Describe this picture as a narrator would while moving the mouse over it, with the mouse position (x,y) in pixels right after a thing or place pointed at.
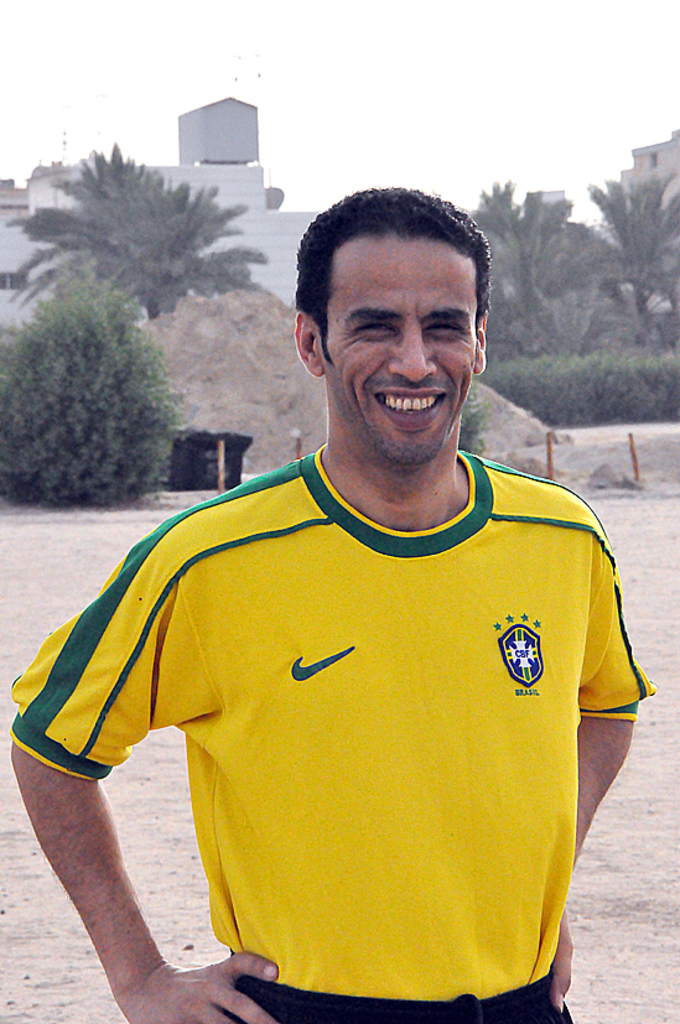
In this picture there is a person (498,973) who is standing at the center of the image (445,632), there are some trees (135,406) around the area of the image and there is a house (177,169) behind him, it seems to be plain area (33,895) where the man (398,679) is standing.
